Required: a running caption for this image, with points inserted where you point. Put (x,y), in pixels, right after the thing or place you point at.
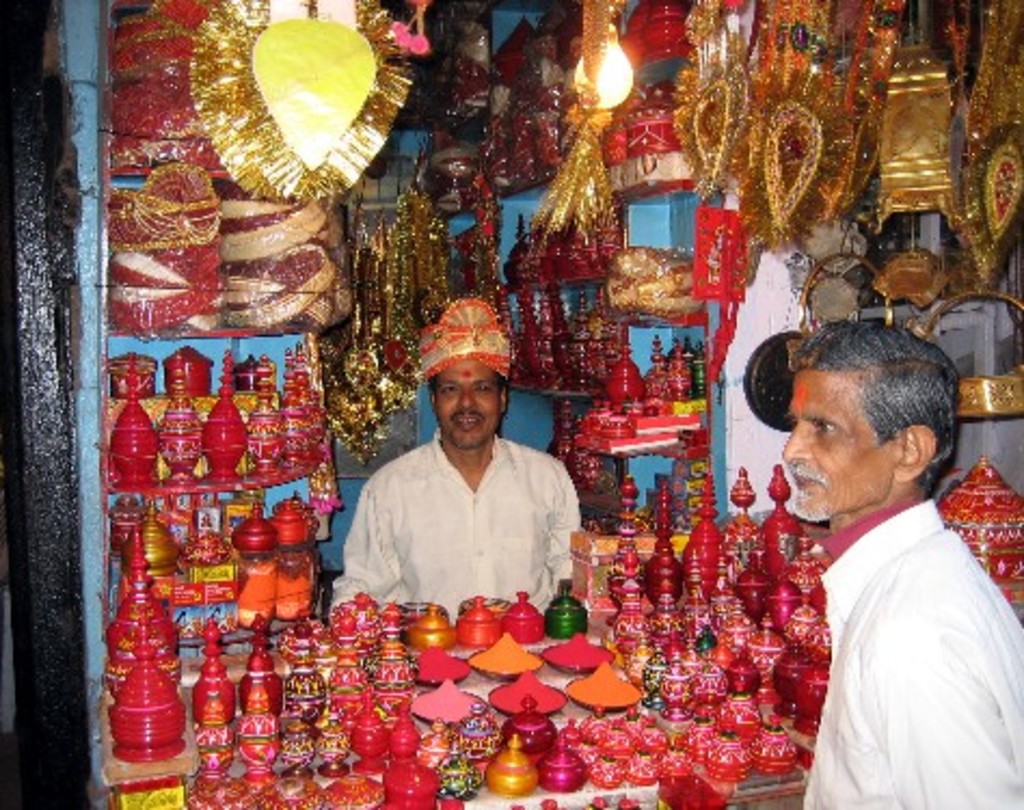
In the center of the image (498,451) we can see a man (503,510) sitting. We can also see a group of decors (338,755) placed in the shelves (241,489) and on the table (350,762). We can also see some ribbons (771,214), a bulb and some caps (326,294). On the right side (932,676) we can see a man (900,607) standing.
